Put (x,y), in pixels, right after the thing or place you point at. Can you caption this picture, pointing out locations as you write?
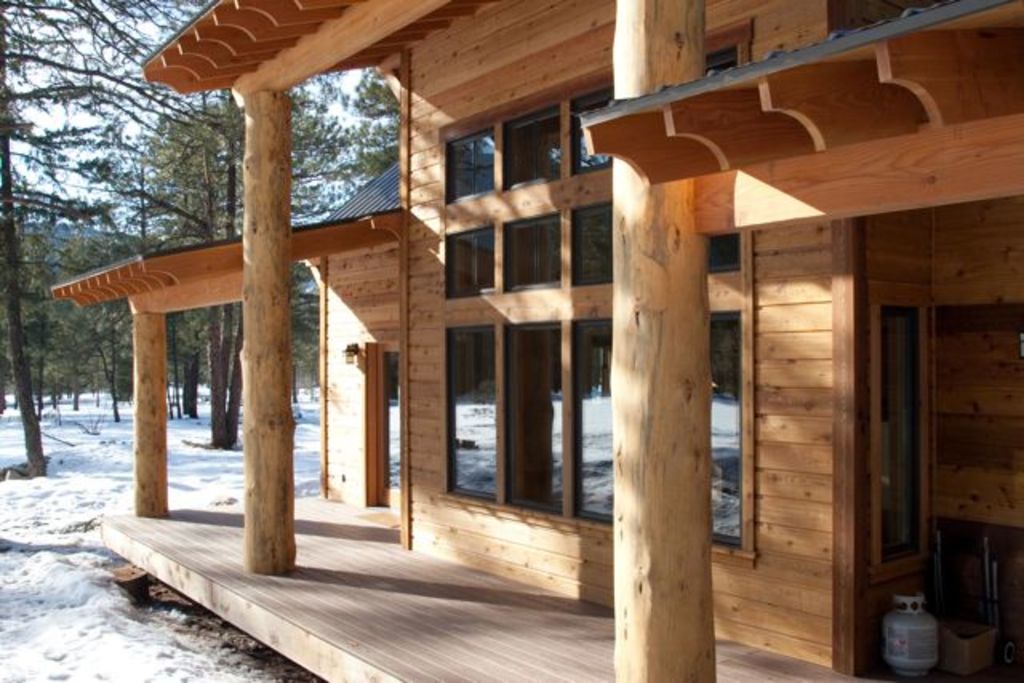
In this image we can see a house (460,434), window glasses (478,342), glass doors (395,466), objects (982,659) on the floor (994,672). In the background (97,170) there are trees (113,125), snow (116,460) on the ground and sky (161,29).
